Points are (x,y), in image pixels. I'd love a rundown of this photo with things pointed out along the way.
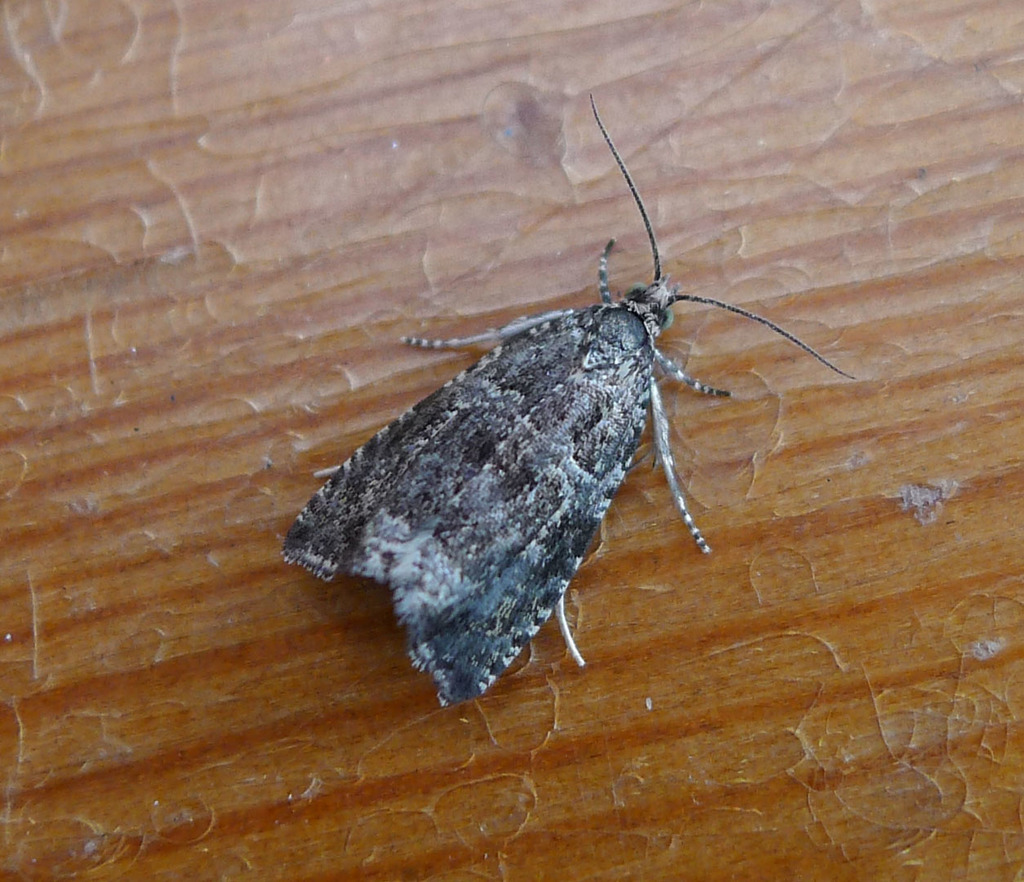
In this image we can see an insect (490,381) on the surface (270,437).
